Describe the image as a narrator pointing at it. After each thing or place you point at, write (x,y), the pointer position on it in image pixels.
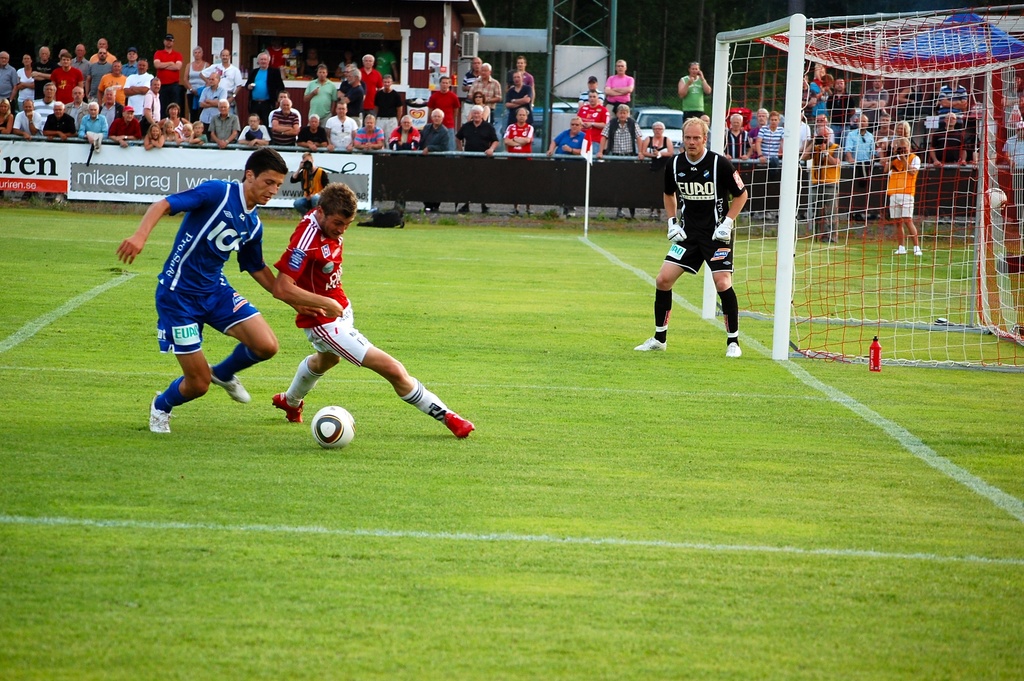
In this picture we can see three persons (295,232) are playing football game, at the bottom (383,474) there is grass (383,474), on the right side (861,305) there is goal post (861,305), in the background (553,144) we can see some people (351,91) are standing, we can also see hoardings (245,161) in the background (17,157), there is football (338,424) in the middle (349,431), on the right side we can see a bottle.
